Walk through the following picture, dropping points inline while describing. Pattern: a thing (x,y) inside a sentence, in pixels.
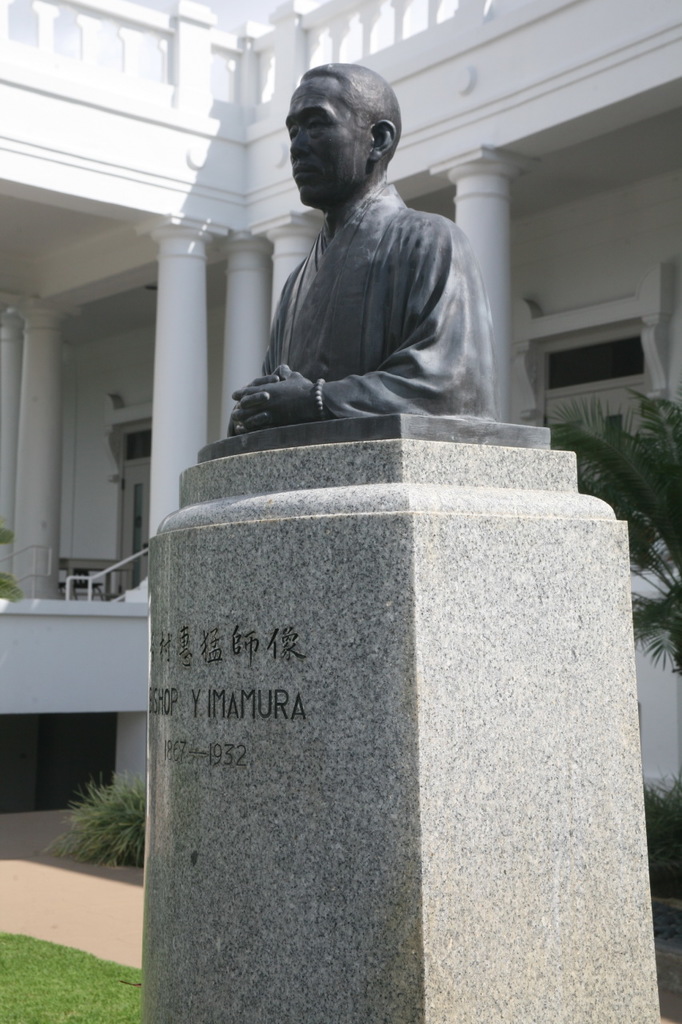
In this image we can see a statue (349,159) and we can also see the text (236,693) on the wall (370,559) on the statue (345,566). In the background (599,55), we can see the building (625,367) with pillars (153,515), windows (557,358), plants (668,482), grass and also the path (101,947).
